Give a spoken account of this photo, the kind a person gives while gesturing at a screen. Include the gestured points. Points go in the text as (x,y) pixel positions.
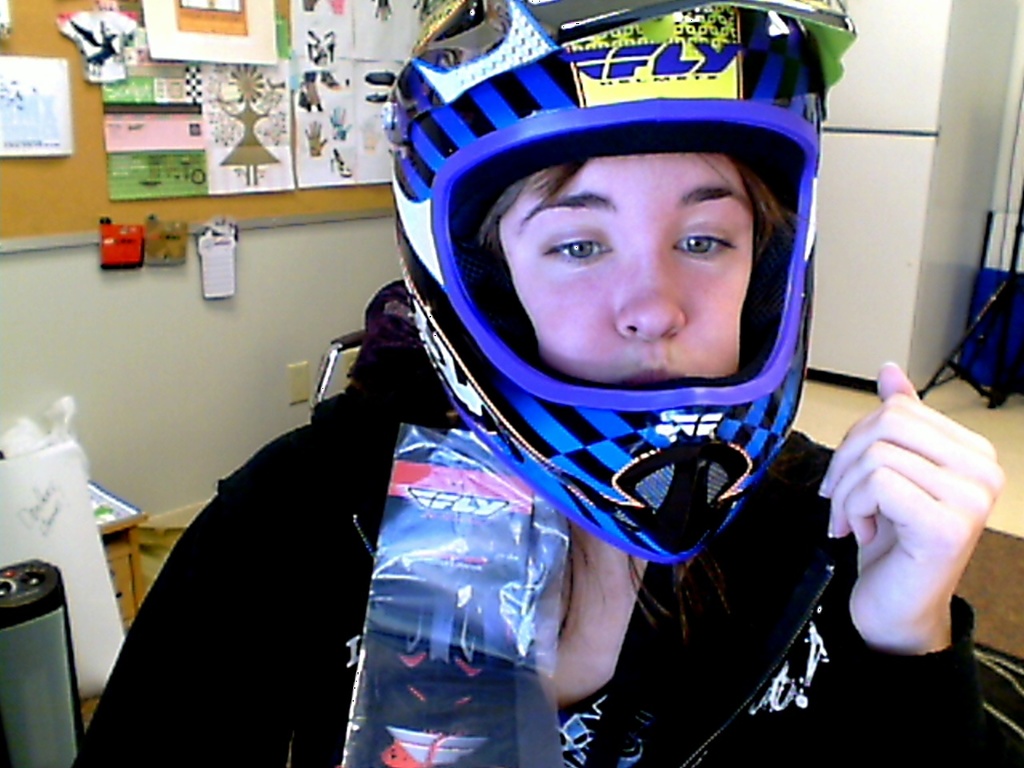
In this picture we can see a person (359,619) wore a helmet (439,193) and at the back of this person (348,426) we can see a stand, chair (342,350), posters (195,63) on a board (372,184) and this board (54,38) is on the wall (297,258) and some objects (154,570).
